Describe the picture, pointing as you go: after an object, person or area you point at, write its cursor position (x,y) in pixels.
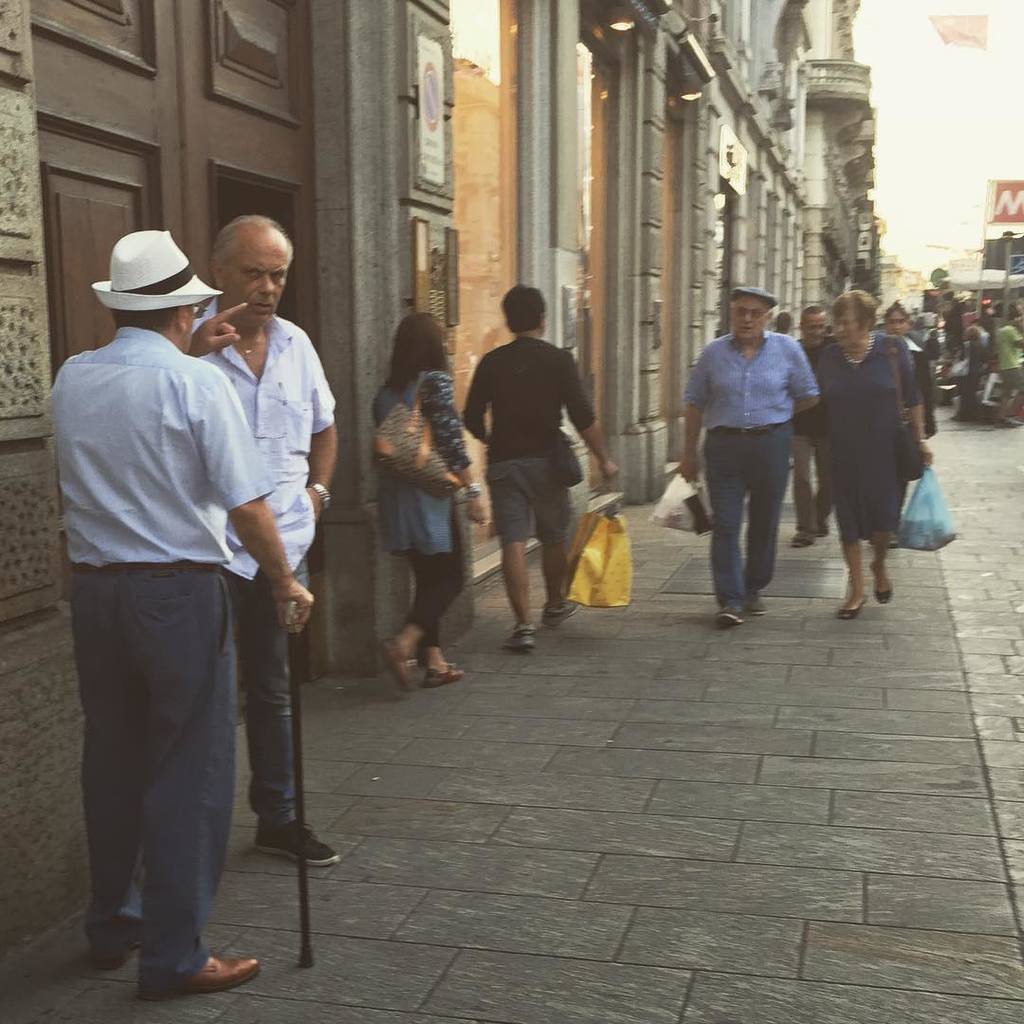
In this image we can a few people (543,509), among them some holding objects (603,541) and on the left side (329,614), we can see some buildings (477,166) with doors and a poster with text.
